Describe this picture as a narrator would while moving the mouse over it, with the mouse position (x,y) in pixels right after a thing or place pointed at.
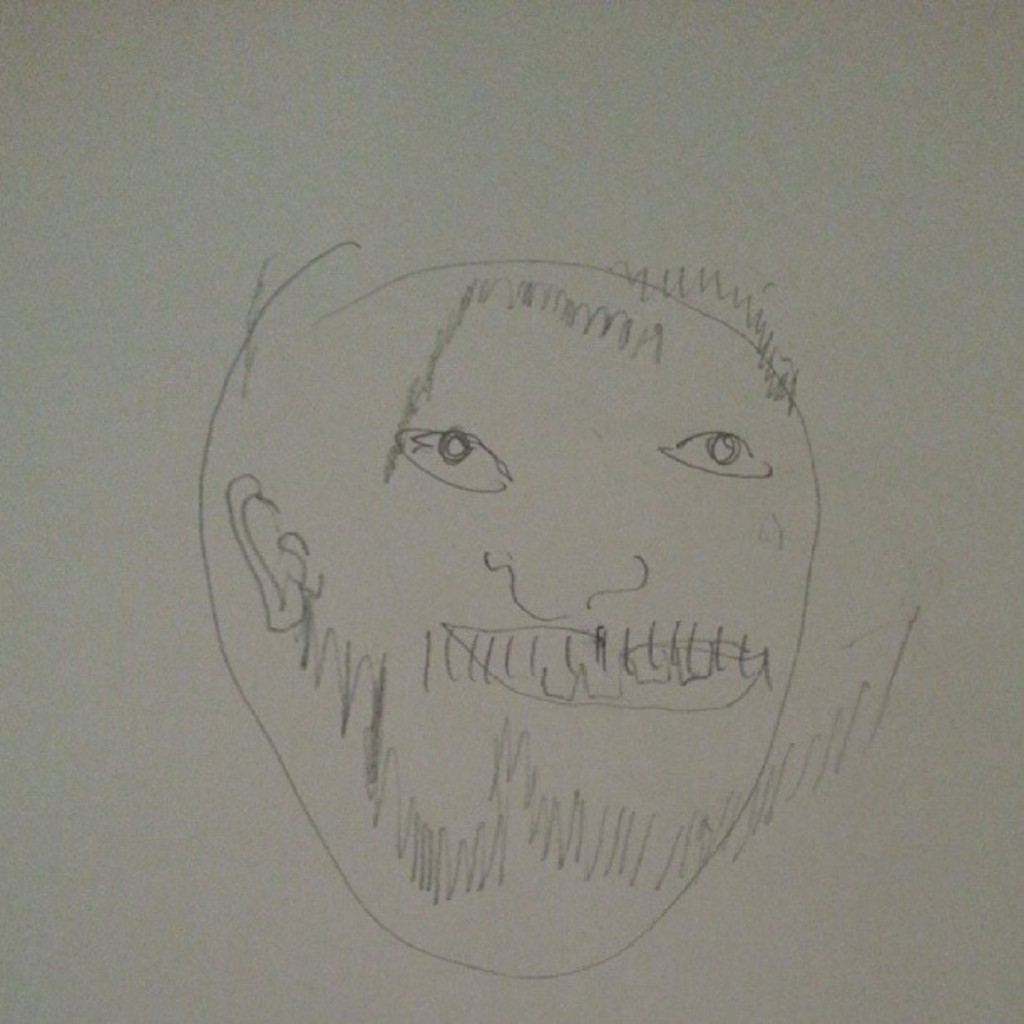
In this image I can see a drawing (575,507) is on the white surface (521,502).
